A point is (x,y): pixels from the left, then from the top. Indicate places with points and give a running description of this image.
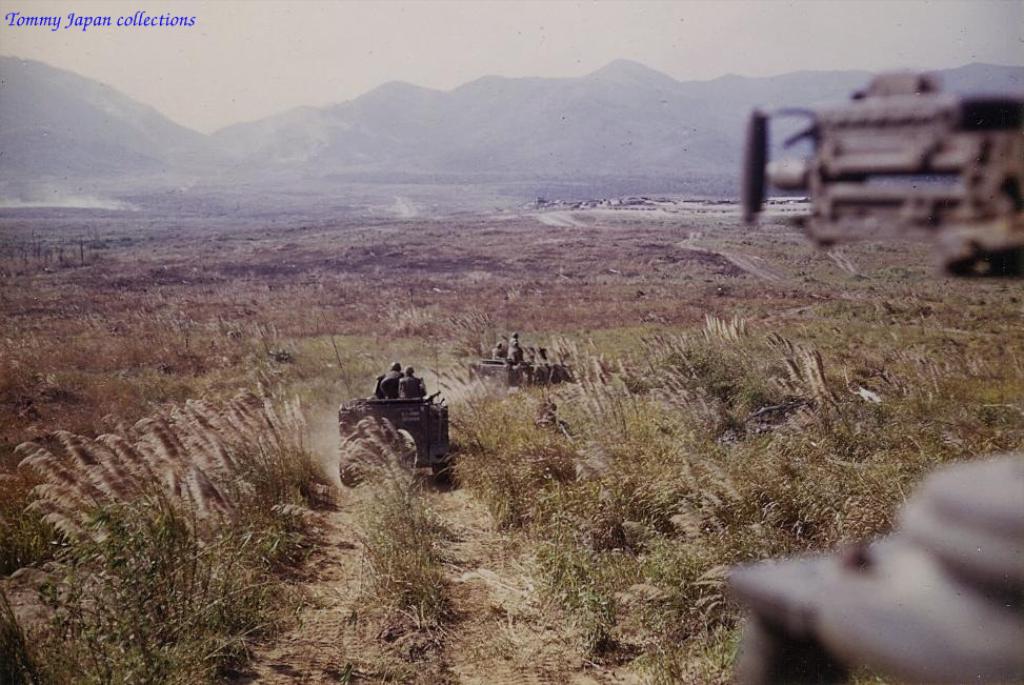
In the picture I can see some army vehicles (435,457) are on the grass (431,489), side we can see ground (582,285).
